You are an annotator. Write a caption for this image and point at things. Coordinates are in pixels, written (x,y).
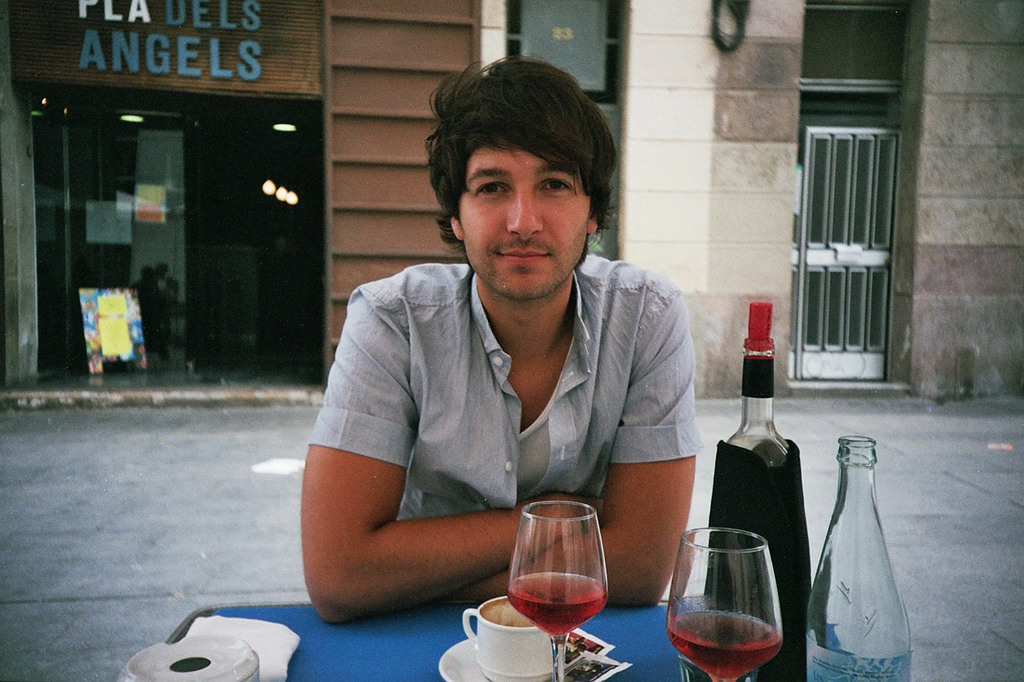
In this picture i could see a person (483,418) sitting on the chair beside a table (396,639) on the table (445,641) there is a wine glass (560,630) cup (494,641) saucer (463,663) and a bottle (753,416) in the background (240,103) i could see a shop (312,73) and a door (873,215).
